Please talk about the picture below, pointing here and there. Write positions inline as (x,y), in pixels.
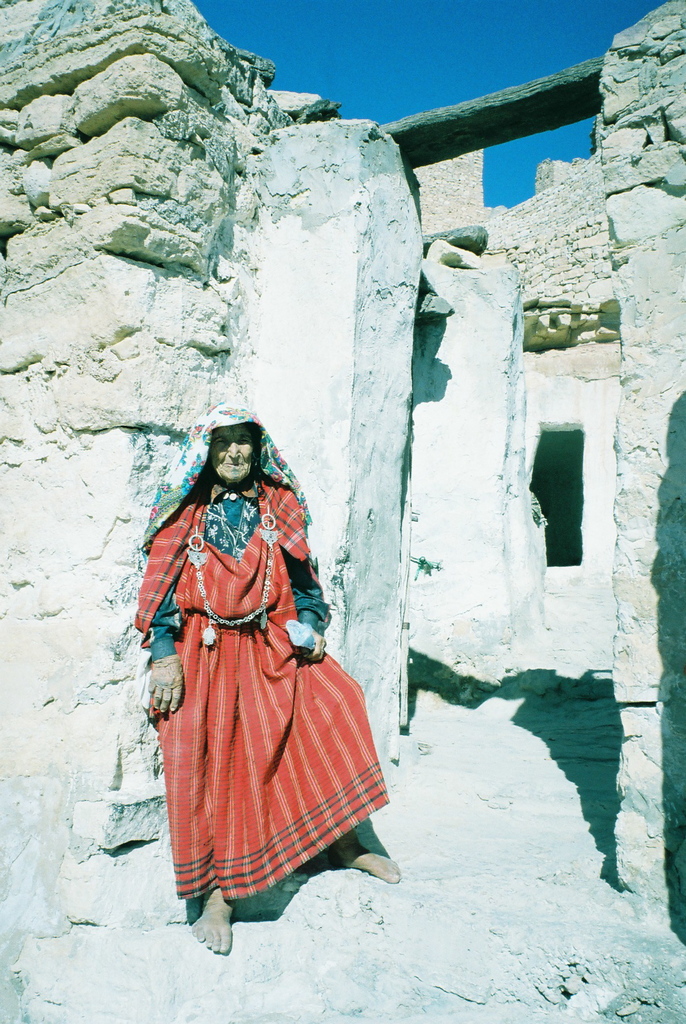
In this image we can see there is a woman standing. There are walls (190,225). In the background (453,92) we can see the sky (468,83).
